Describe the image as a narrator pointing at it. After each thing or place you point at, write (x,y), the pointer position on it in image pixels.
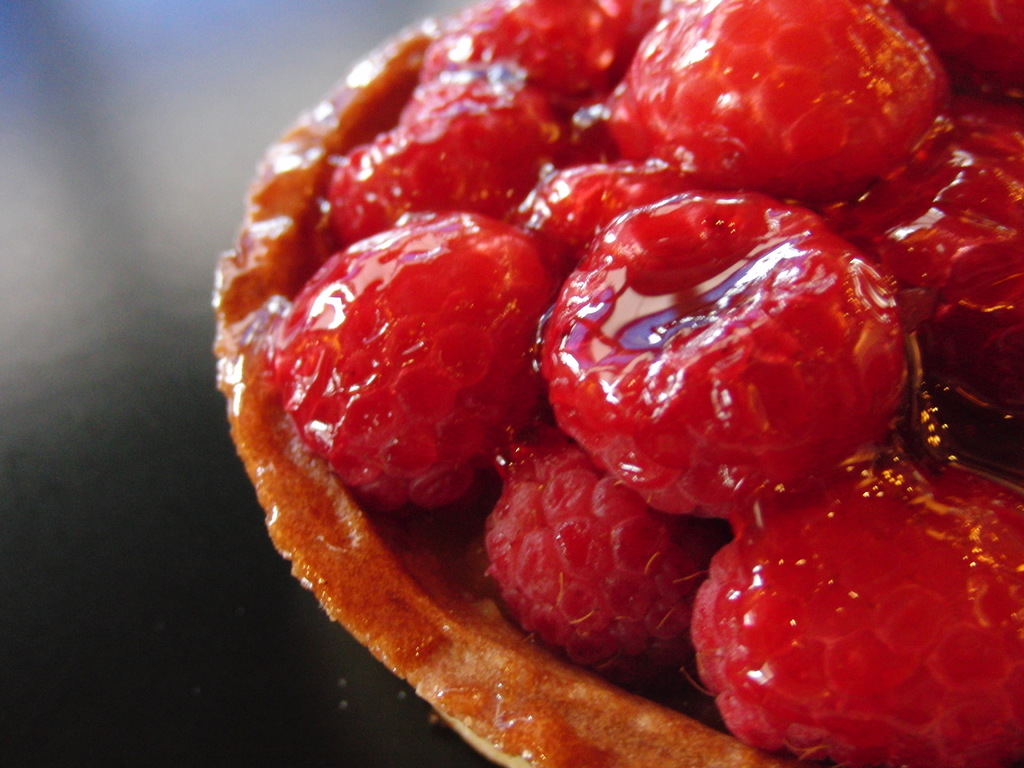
In the image there are raspberries (595,270) in a tart crust (215,306) on a table (46,446).
